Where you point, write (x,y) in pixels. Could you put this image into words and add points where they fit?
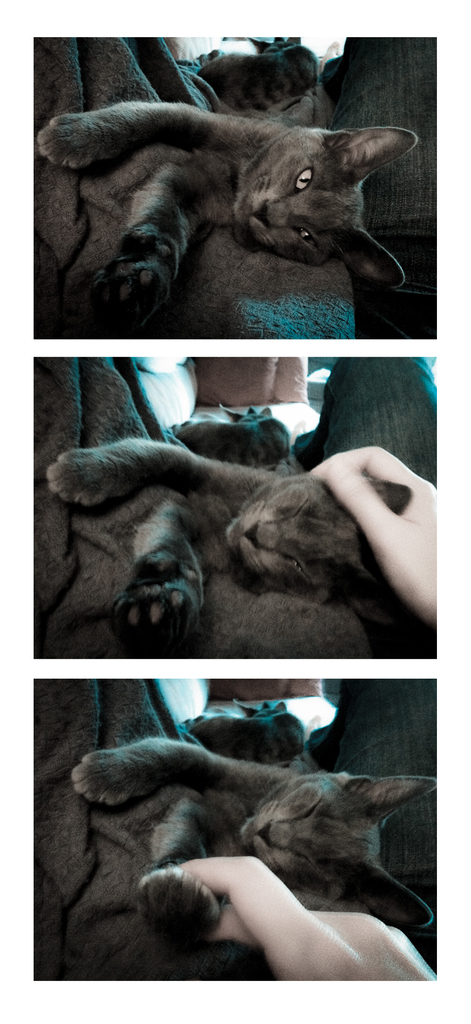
In the picture we can see three images, in the first image we can see a cat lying on the bed (69,256) and it is black and gray in color and in the second image we can see a cat (262,531) sleeping on the bed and person hand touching its head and in the third image also we can see a cat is sleeping and a person hand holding a hand (157,898) of the cat (274,851).
